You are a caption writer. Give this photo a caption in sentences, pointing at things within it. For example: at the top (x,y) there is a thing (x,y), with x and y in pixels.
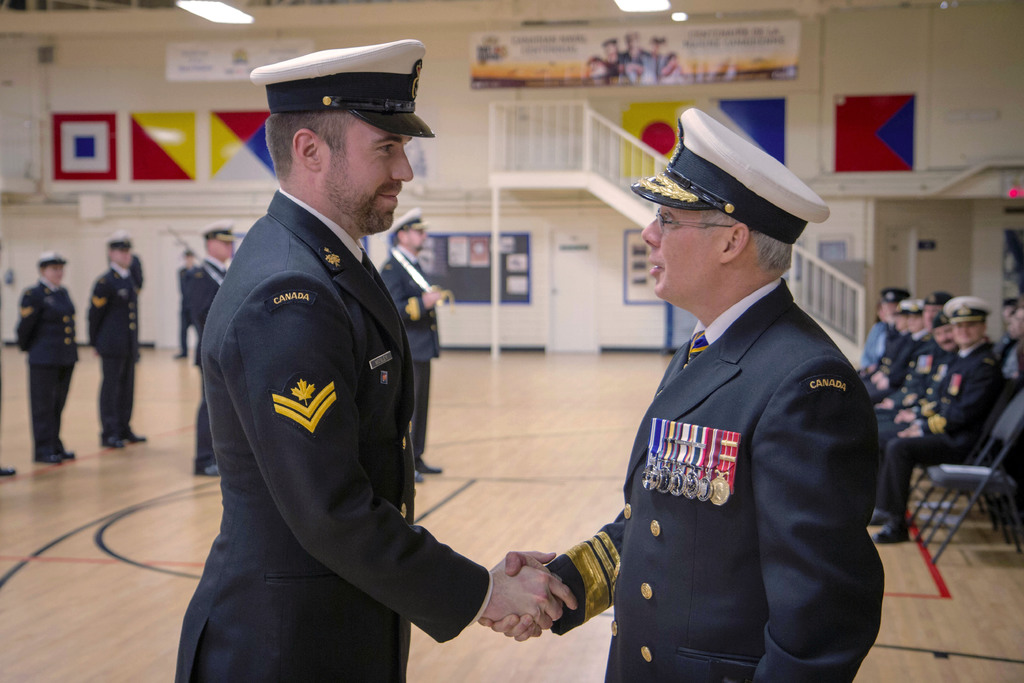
In this image I can see two people (385,412) are shaking-hands and wearing uniform (279,535). Back I can see few (207,232) are standing and few (946,446) are sitting on the chairs (1002,442). I can see stairs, boards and frames (249,165) attached to the white wall (451,103).
